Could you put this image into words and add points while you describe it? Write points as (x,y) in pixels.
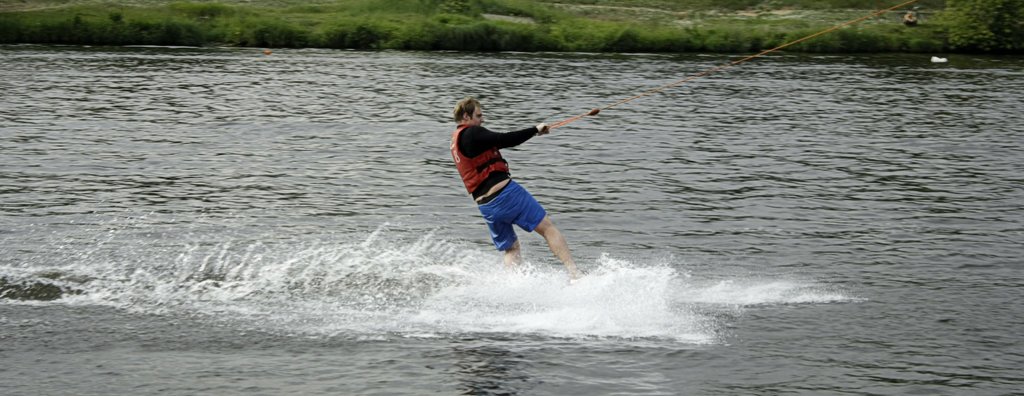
In this picture I can observe a person (514,185) skiing on the surface (433,255) of the water (535,283). He is wearing a life jacket (466,166) and holding a rope (544,128). In the background (247,16) I can observe some plants (404,26) on the ground (440,37).
